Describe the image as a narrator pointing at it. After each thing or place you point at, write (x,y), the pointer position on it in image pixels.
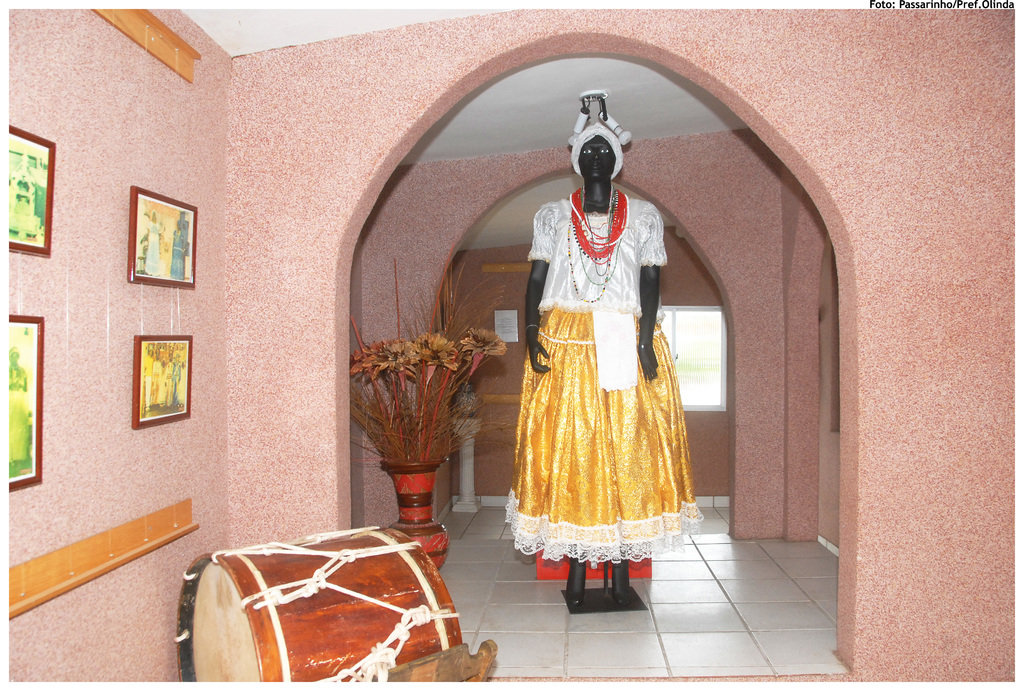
In this image i can see a doll (577,192) standing at the left (190,211) there are few frames (155,209) attached to a wall (328,295), at the back ground (447,429) there is a flower pot (442,429).
